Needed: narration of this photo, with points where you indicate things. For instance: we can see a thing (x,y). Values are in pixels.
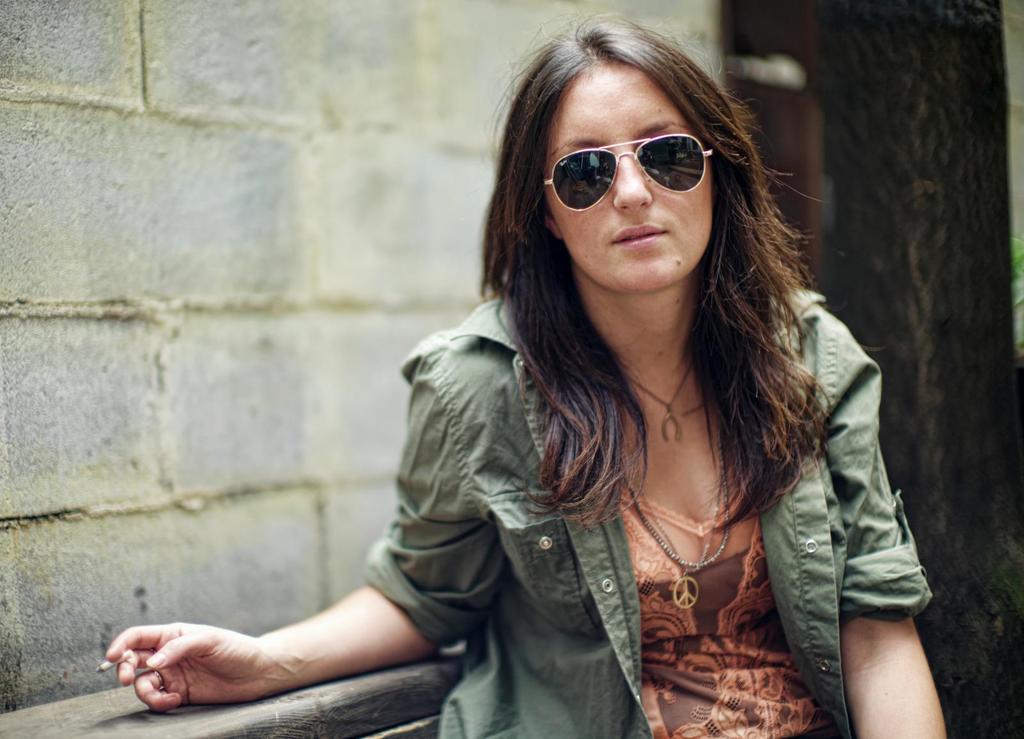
In the picture we can see a woman (590,555) wearing green color jacket (510,670), goggles (600,165), holding a cigarette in her hands (163,657) sitting near the wall (362,424).
